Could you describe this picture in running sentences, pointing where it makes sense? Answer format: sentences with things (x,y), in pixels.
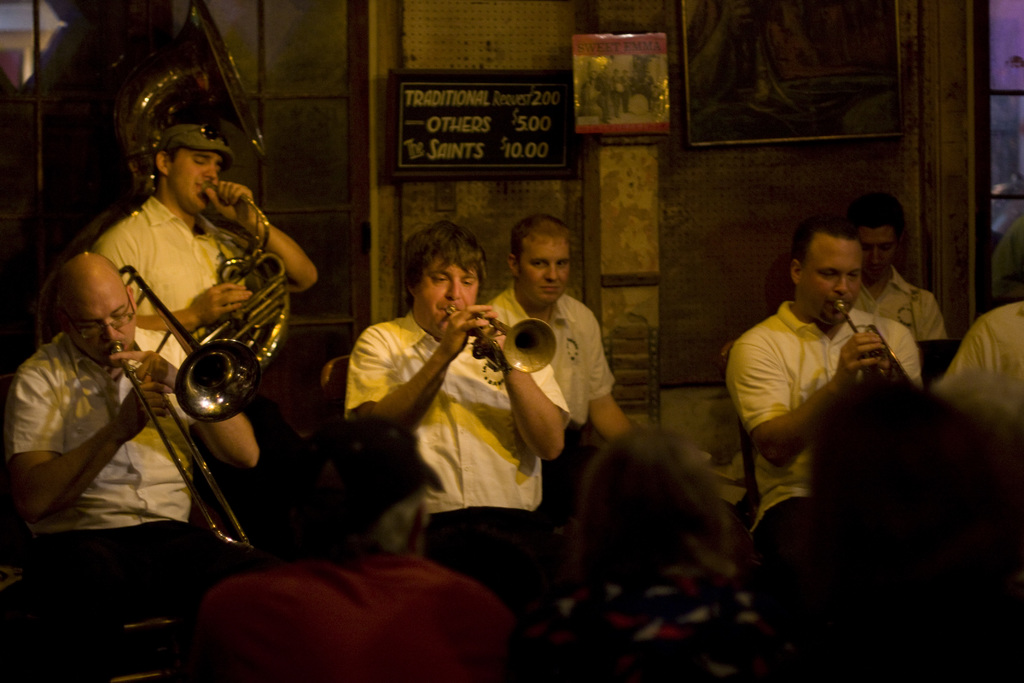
These people (856,335) are sitting, this person (238,297) standing and these people (439,317) are playing musical instruments (259,240). These are audience (370,672). Background (473,126) we can see boards (616,84) and frame (793,5) on the wall (469,57) and window (277,122).
